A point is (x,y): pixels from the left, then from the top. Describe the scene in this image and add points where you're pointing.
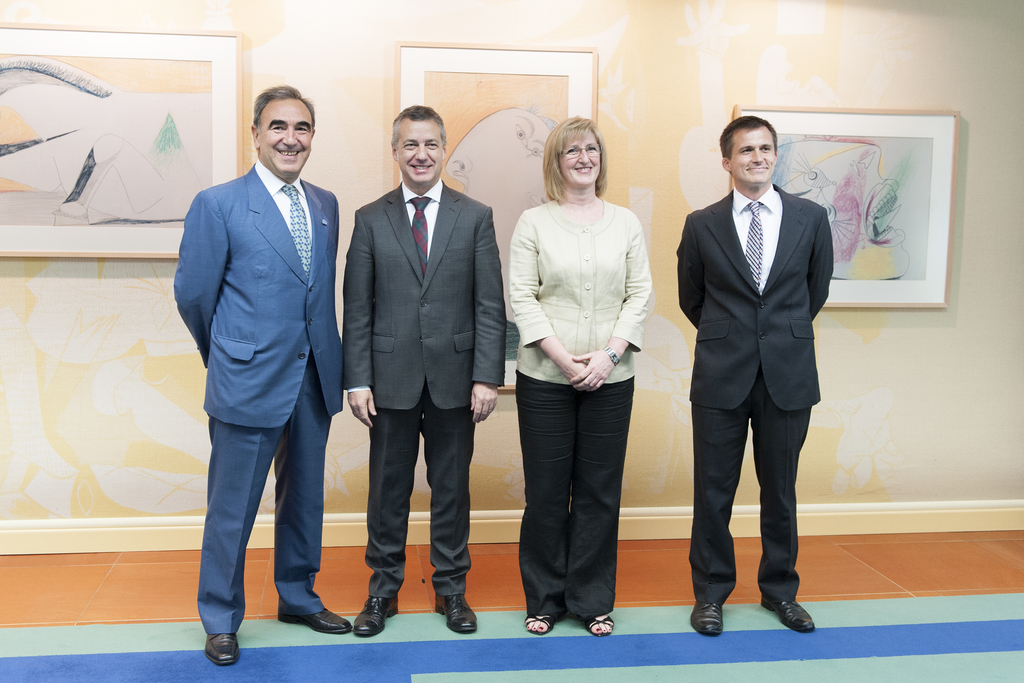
In this image we can see a group of people (615,373) wearing dress (740,304) are standing on the ground (402,607). One woman (598,326) is wearing spectacles (576,152). In the background (1018,395), we can see photo frames (156,147) on the wall (987,327).
